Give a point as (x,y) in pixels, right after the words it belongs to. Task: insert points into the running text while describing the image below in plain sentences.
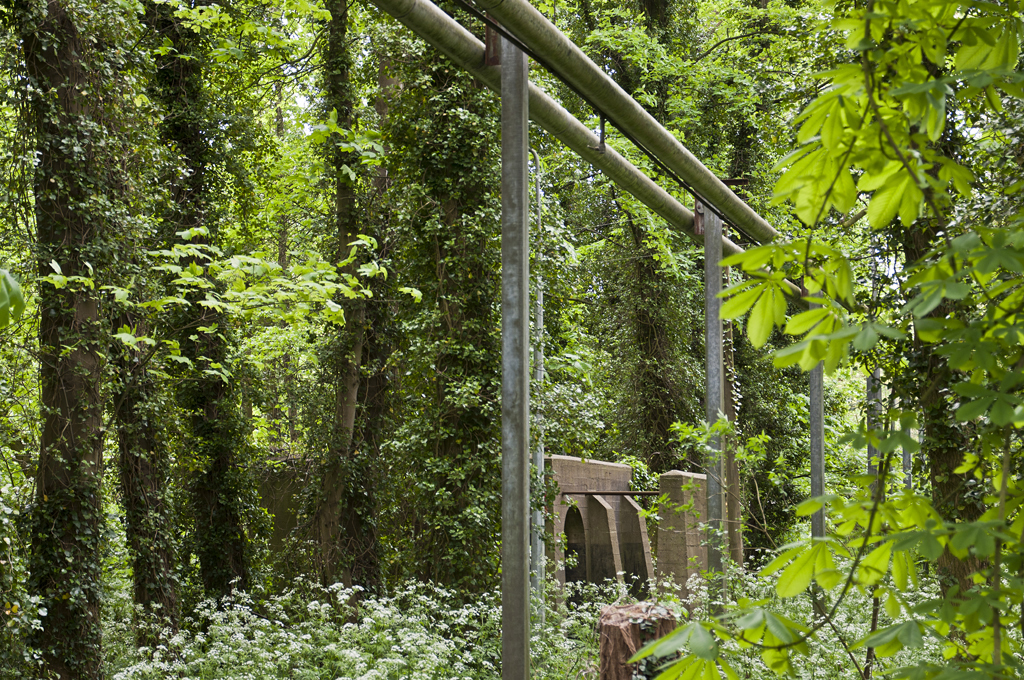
In this image, we can see some trees (382,238) and plants (765,558). There are poles (515,317) in the middle of the image (505,421).
